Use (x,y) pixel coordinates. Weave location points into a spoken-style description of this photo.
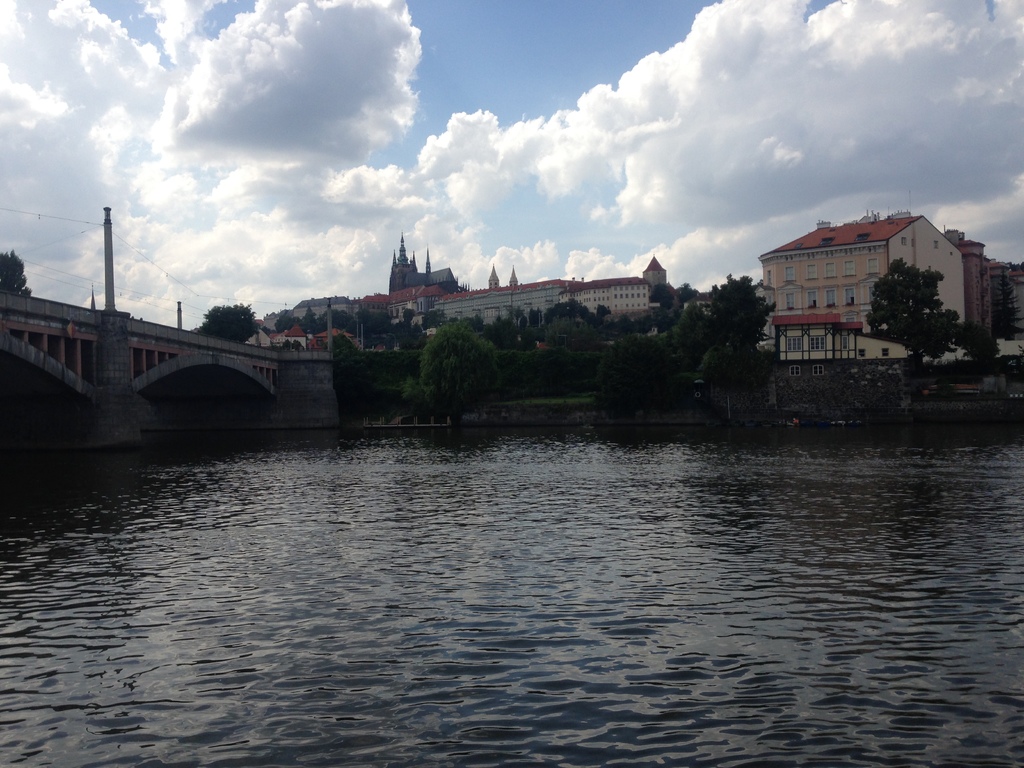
In this image we can see there are buildings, bridge (128,375) and wires (65,219) attached to it. And there are trees (227,326), water (567,447) and the cloudy sky (331,130).
